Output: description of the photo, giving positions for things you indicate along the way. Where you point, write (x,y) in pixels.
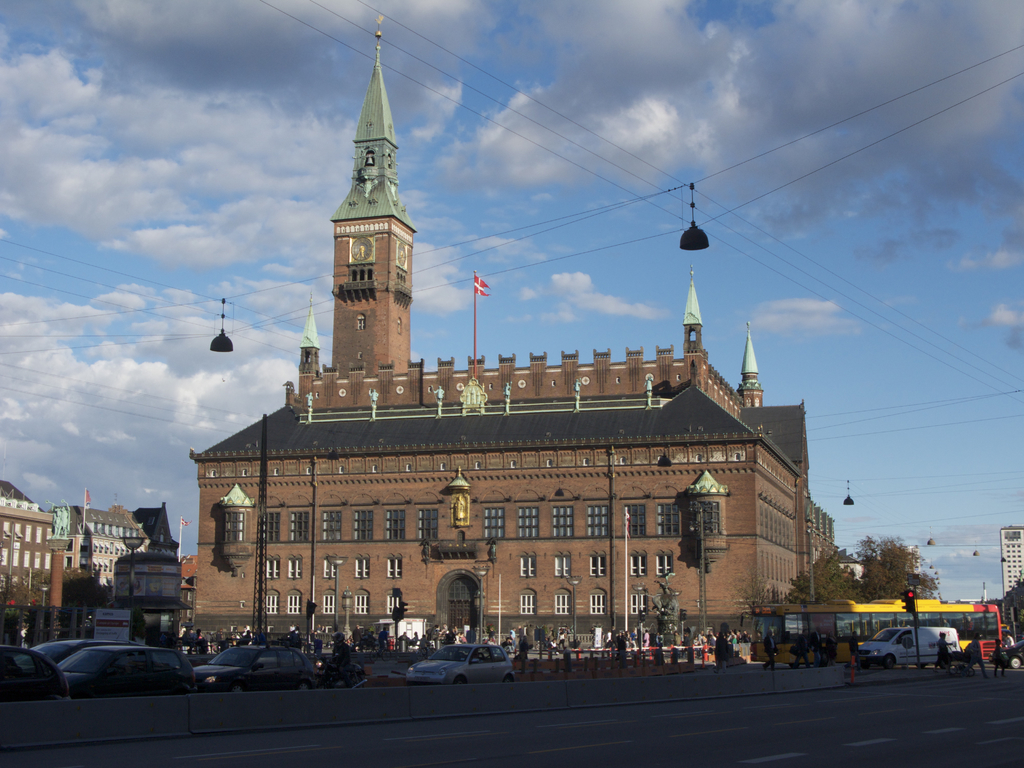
In this picture I can see buildings (574,575) and trees (75,583) and flagpoles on the buildings (472,377) and I can see few cars (272,677) and a bus (981,612) on the road (860,690) and I can see few people (739,639) walking and few (294,639) are standing and I can see poles (260,568) and a tower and I can see a blue cloudy sky (466,164).
